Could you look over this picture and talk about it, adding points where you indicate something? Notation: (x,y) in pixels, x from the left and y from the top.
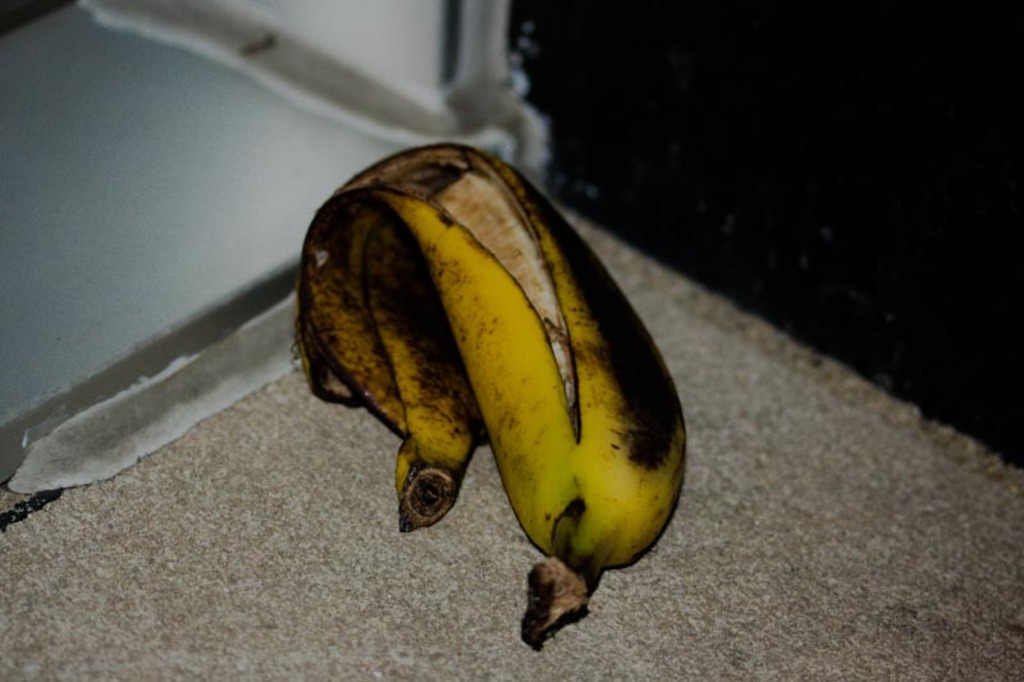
In this image there is a banana (463,314) on the floor (710,396).
